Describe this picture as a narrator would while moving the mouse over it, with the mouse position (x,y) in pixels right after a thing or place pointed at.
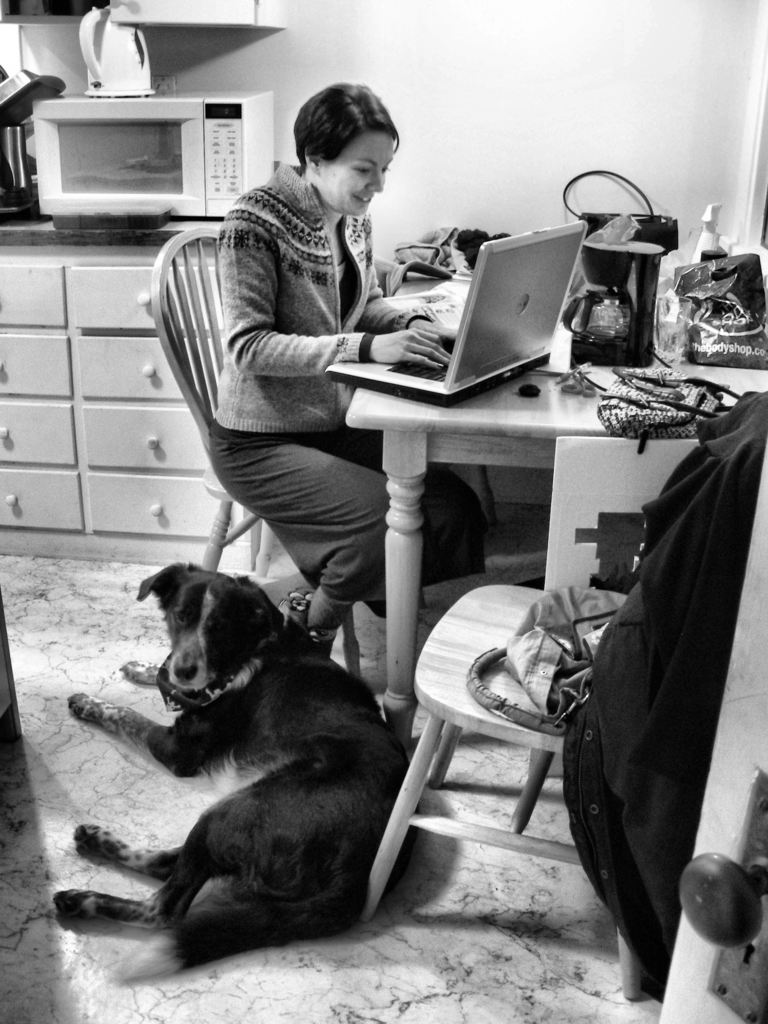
in this image i can see a black color dog (267,730). behind him there is a woman (249,424) sitting on the chair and operating the laptop (530,298) which is present on the table (536,410). behind her there is a microwave (110,143).
